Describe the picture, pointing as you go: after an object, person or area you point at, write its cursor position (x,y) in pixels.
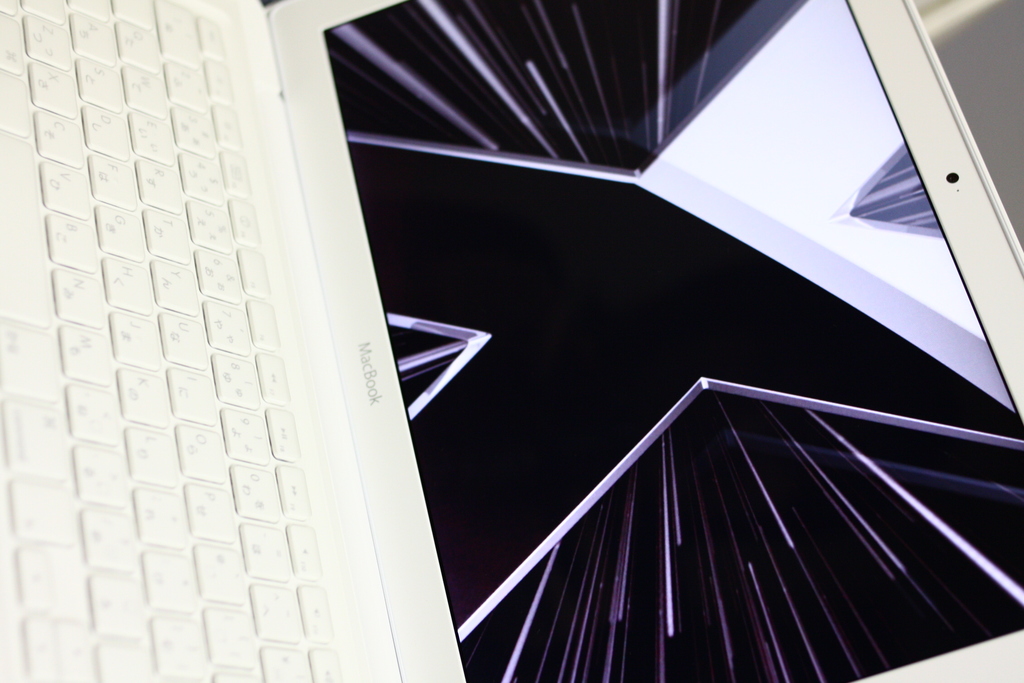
In this image we can see a laptop (630,332), and the background (969,71) is blurred.
